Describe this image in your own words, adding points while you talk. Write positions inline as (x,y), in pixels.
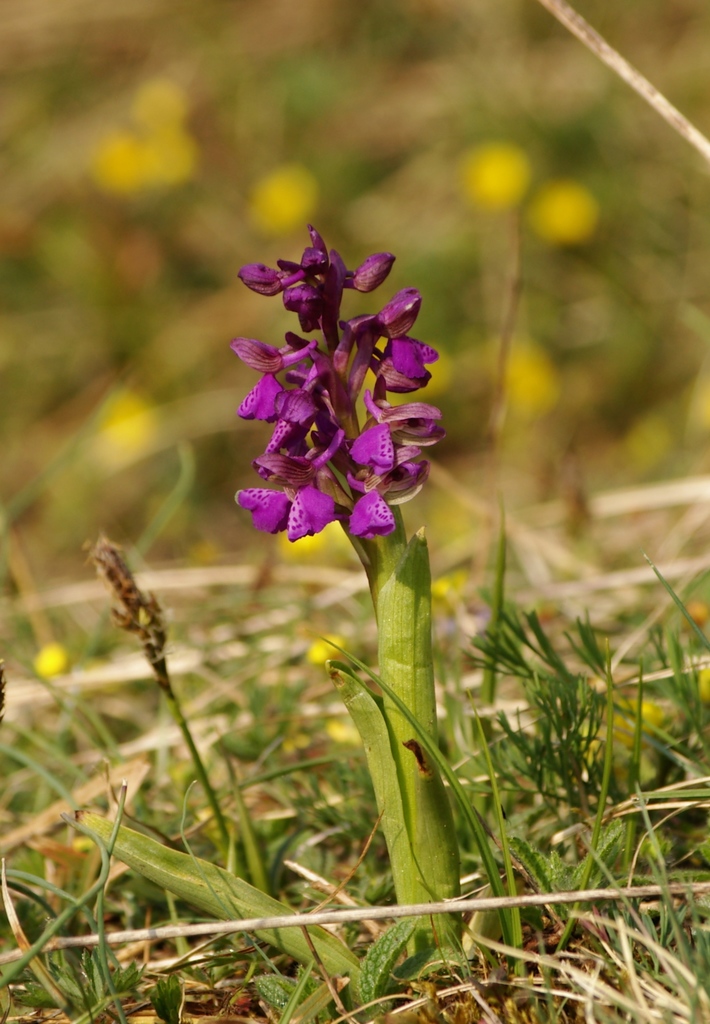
In this picture I can see flower plant (380,567) on the surface (140,1014).
